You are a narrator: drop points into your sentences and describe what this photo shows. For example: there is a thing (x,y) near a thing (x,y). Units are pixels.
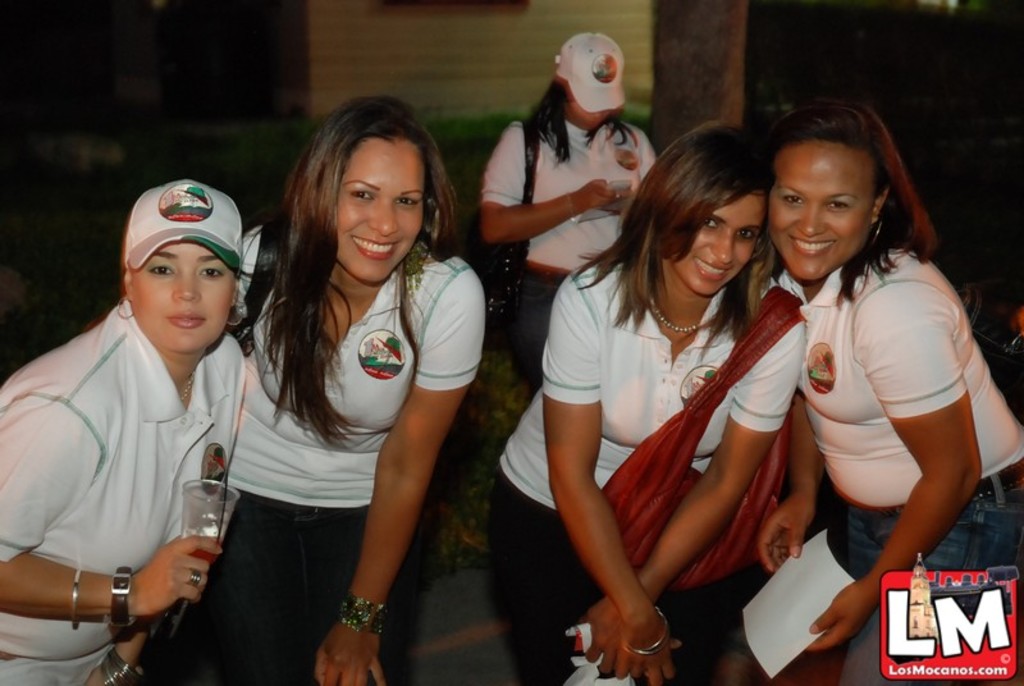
In this picture there are women (523,464) and we can see tree trunk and wall (571,10). In the background of the image (826,33) it is dark. In the bottom right side of the image (959,583) we can see a logo (941,623).
